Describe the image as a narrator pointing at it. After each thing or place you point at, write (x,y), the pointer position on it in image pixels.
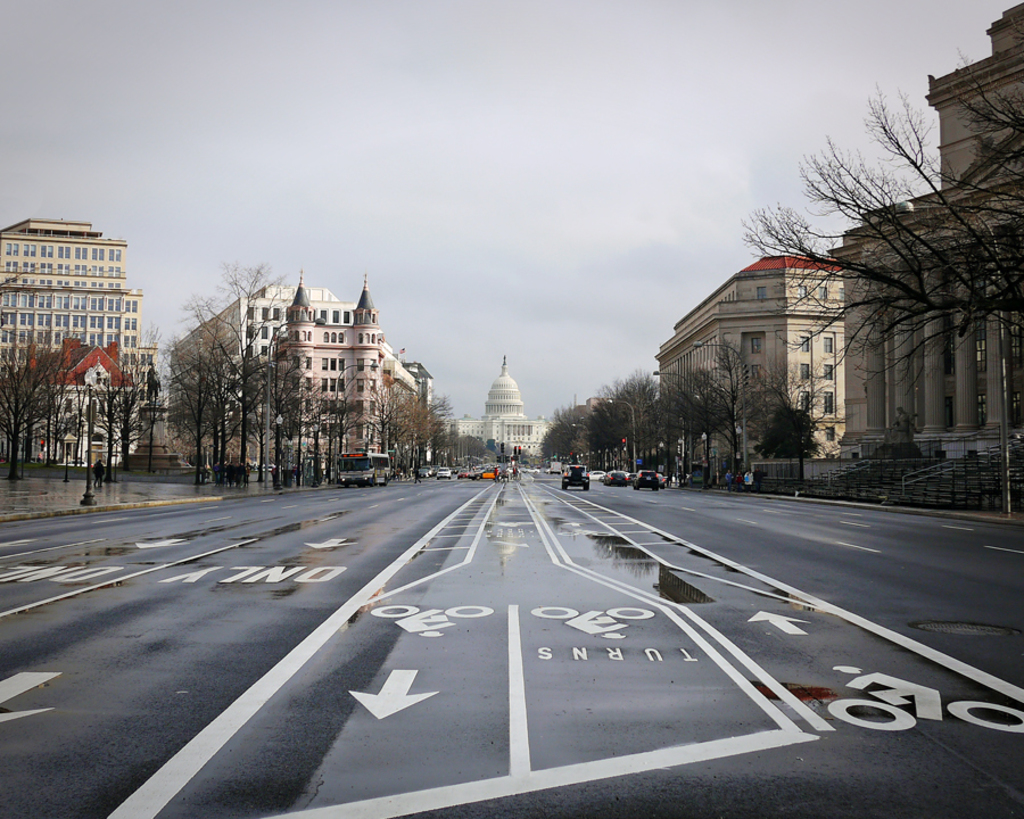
In this image I can see the road (392,557). On the road (392,557) I can see many vehicles (475,473). To the side of the road (428,526) I can see many trees (242,453) and the buildings (82,305) with windows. In the background (503,425) I can few more buildings (485,436) and the sky (327,167).
